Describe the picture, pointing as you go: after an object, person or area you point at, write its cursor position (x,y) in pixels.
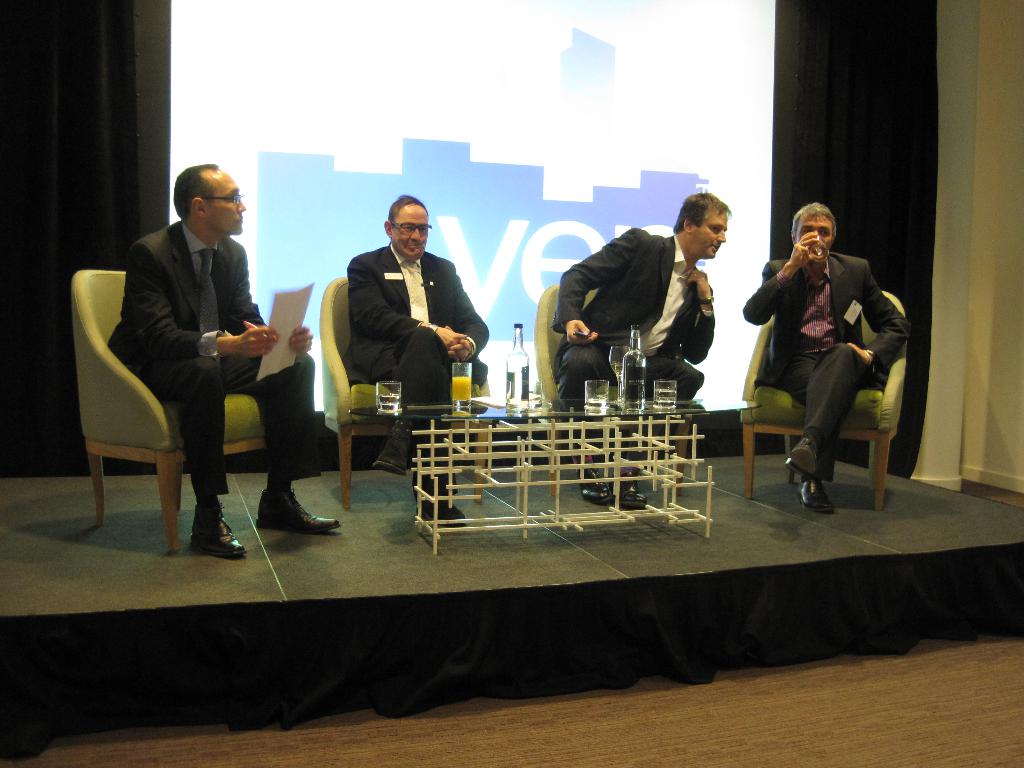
There are four person (432,316) sitting on chairs (338,383). On the right side (836,320) person (826,287) is holding a glass (817,252). On the left side (166,319) person (266,339) is holding a paper (279,349). There is a table (537,415). on the table (477,405) there are bottles (640,355) and glasses (659,406). In the background (707,155) there is a banner (520,100) and a curtain (918,189).
